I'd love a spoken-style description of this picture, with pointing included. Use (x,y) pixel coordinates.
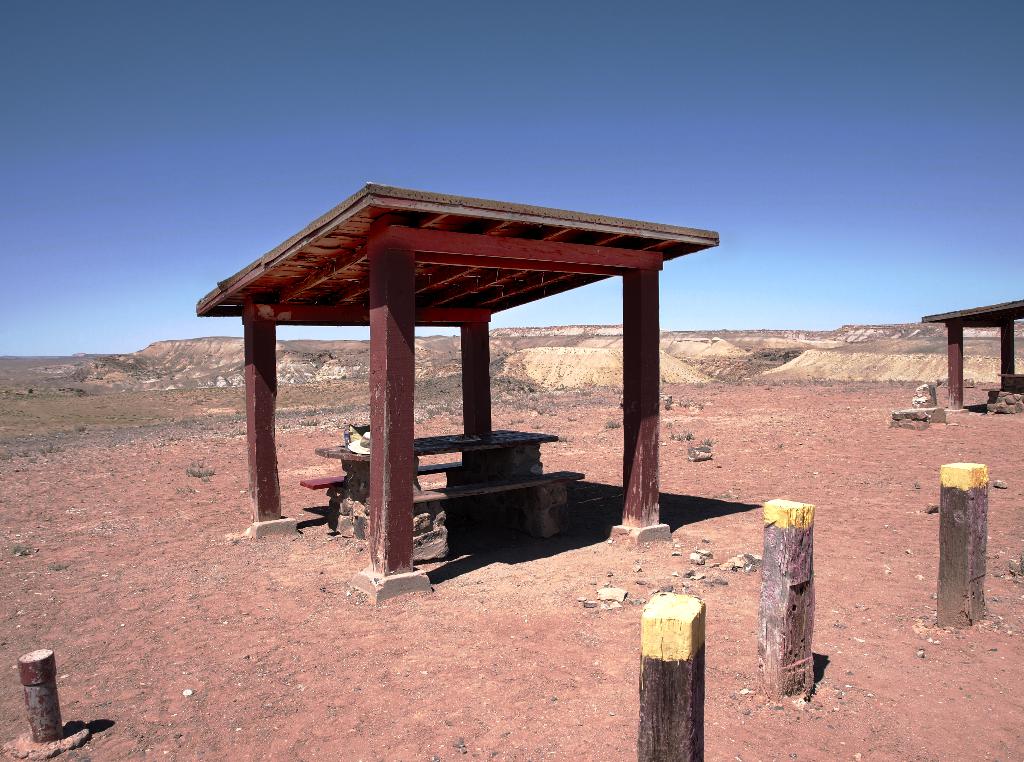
On the right side (944,468), there are poles (973,475) arranged on the ground (785,730), near wooden shelter (589,262), under which, there is a table (514,446). Around the table (524,474), there are two benches (336,479) arranged. In the background (908,315), there is a shelter (1009,365), under which, there is a table (1007,377). Around the table (1019,383), there are two benches (1009,397) arranged, there are hills (926,337) and there is blue sky (814,71).
